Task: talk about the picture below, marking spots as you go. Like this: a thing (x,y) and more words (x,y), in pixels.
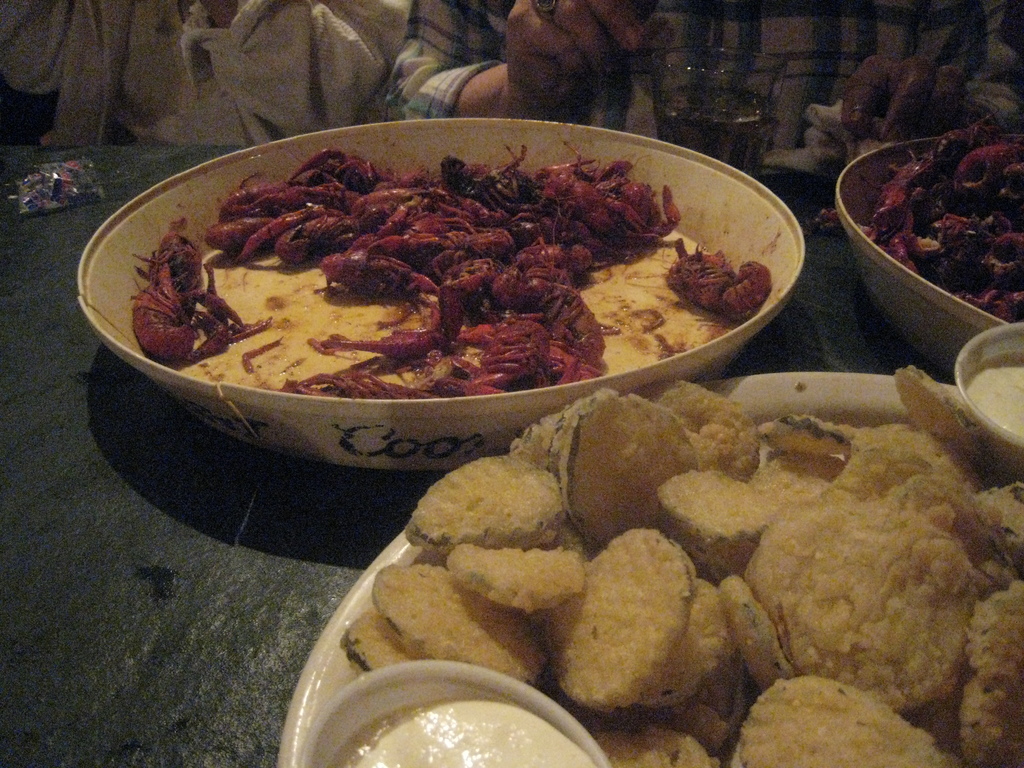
In this image we can see a food items (779,449) in the bowl (710,235) on the table (200,441). There is a glass (770,84) on the table (829,228). There are two persons (512,53) in the background of the image (344,65).
